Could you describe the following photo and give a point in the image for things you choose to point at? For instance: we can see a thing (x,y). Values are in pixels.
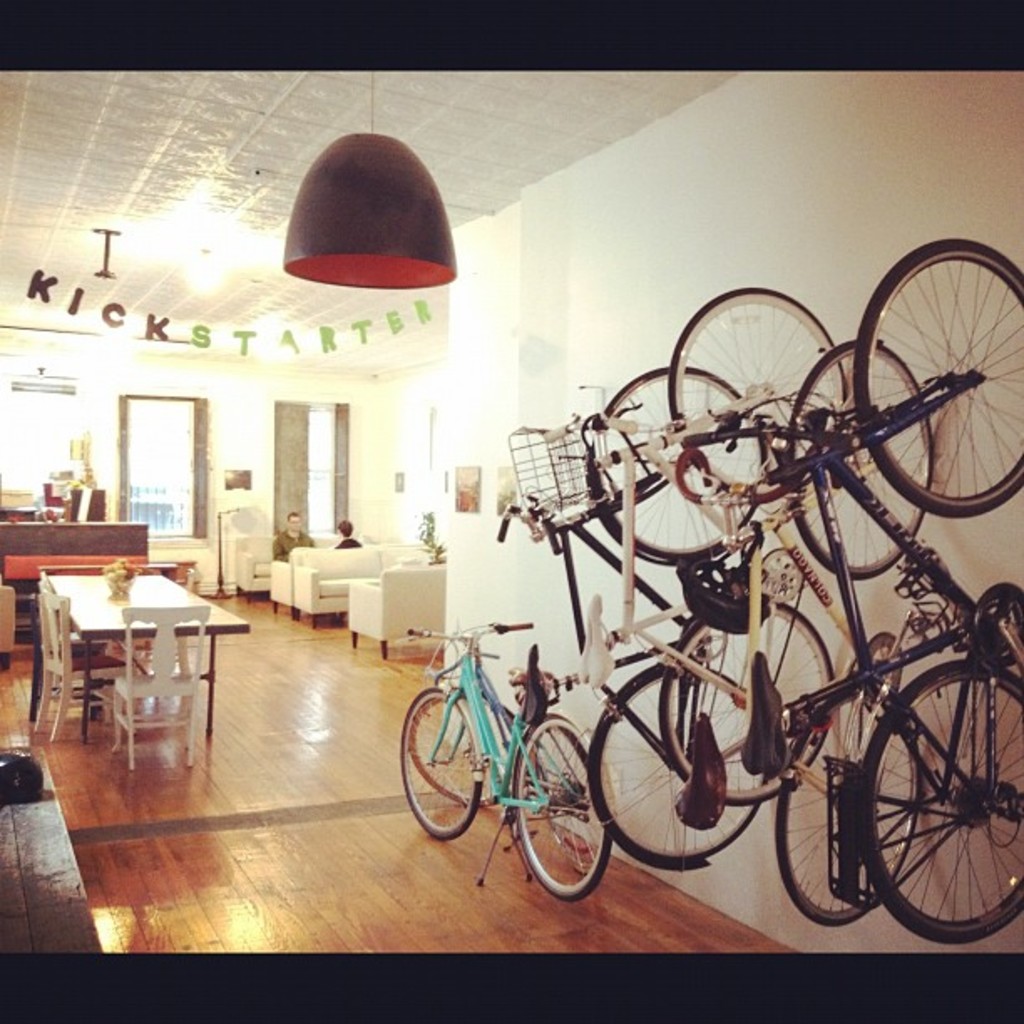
The atmosphere looks like a cafe (457,549) or restaurant (468,568), in the entrance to the right side (793,461) there are some cycles (636,535) and there is a table (88,709), dining table (165,580) to the right side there are white colored sofas (367,576) and two people (293,528) are sitting on them, in the background (232,442) there is a wall (216,424) and two windows (305,461).
